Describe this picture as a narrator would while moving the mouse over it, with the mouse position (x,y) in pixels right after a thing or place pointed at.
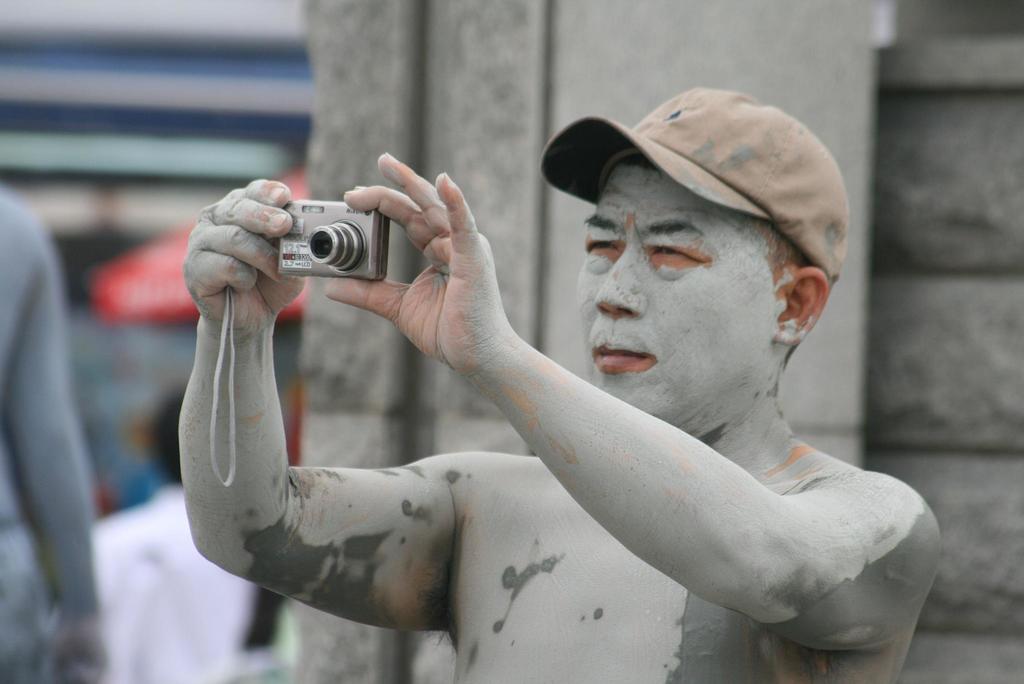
As we can see in the picture that man (689,393) who is wearing cap (708,147) and holding a camera (301,239) in his hand (270,209). This man (605,544) is wearing a cement color powder (481,518) on his body (495,507). Beside this is another man (25,315).
